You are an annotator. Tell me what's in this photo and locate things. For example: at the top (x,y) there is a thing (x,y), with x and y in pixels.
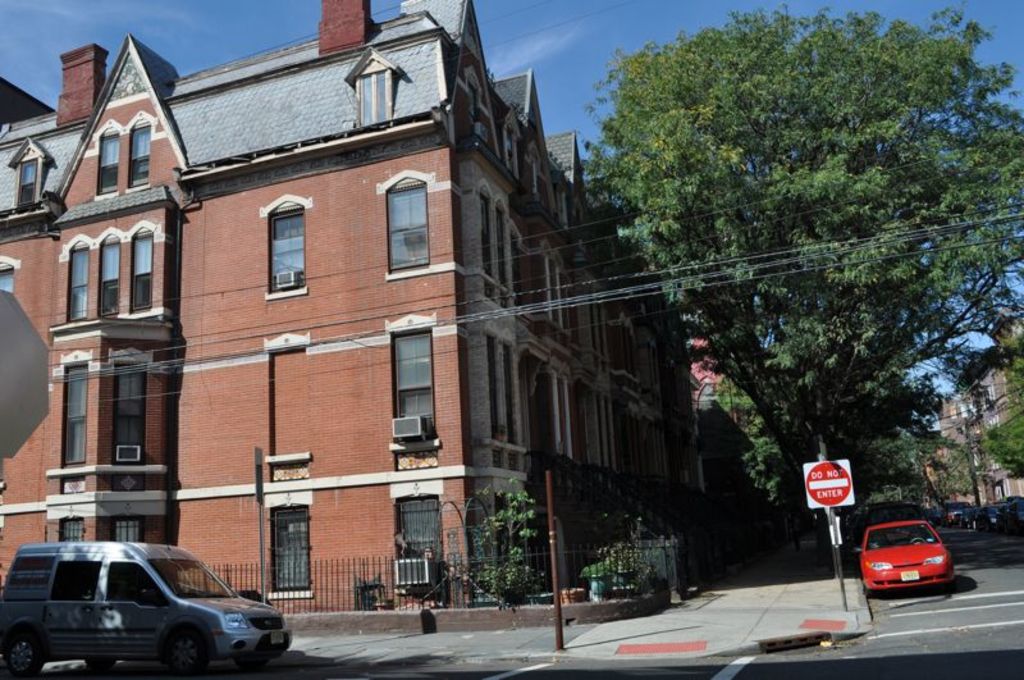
In this image there is a building (395,464), in front of the building (378,558) there is a railing (655,587) and few vehicles (193,639) are on the road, there are few sign boards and poles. In the background (781,167) there are trees (772,245), buildings (986,426) and the sky (608,55).
